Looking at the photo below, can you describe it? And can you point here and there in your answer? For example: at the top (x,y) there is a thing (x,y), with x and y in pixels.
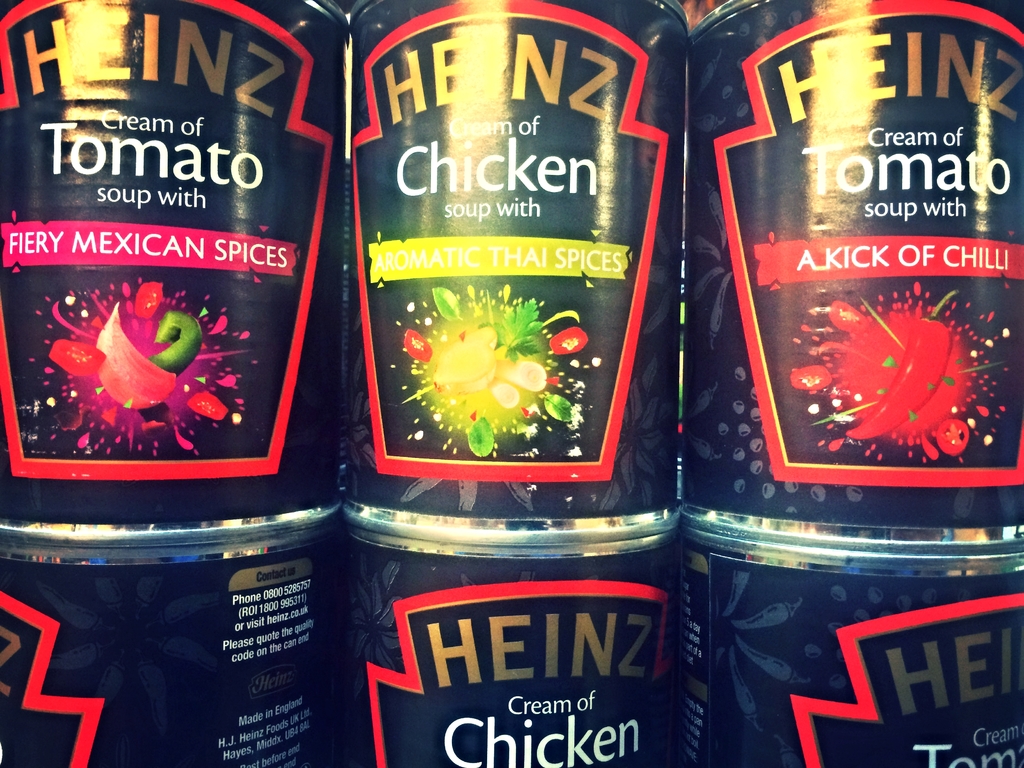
In this image we can see tins (634,542).
